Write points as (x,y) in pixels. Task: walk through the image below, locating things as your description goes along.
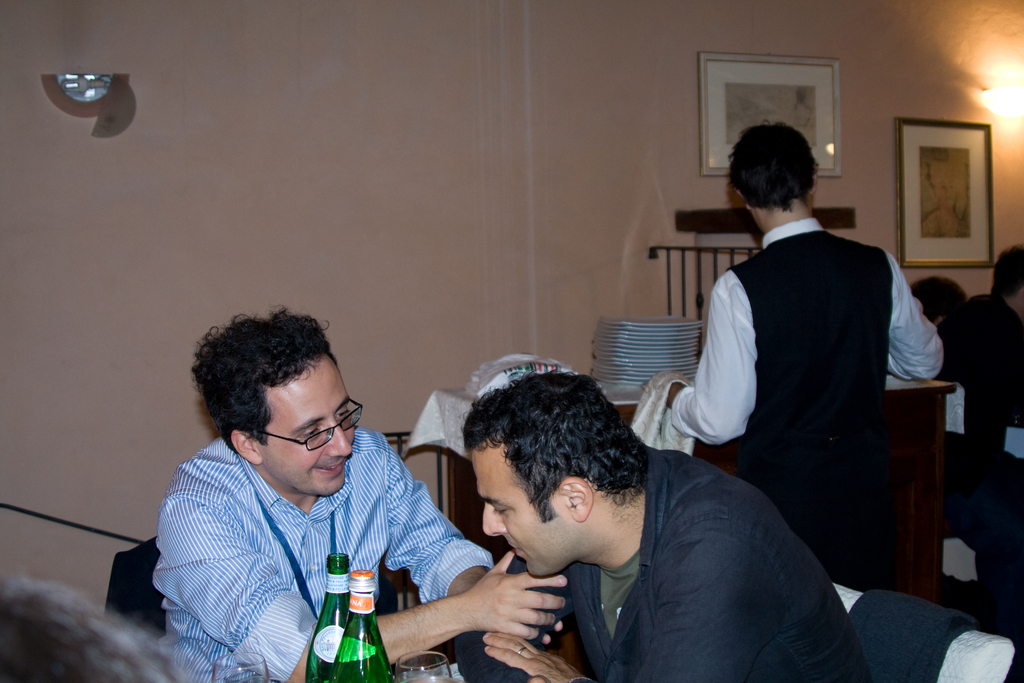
It seems to be the image is inside the restaurant (856,501). In the image there are group of people (609,544) sitting on chair (896,656) in front of a table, on table (415,665) we can see a glass (427,667), two bottles (343,659), plates (620,343), cloth (455,419). On right side (759,355) there is a man (792,376) standing and he is also having cloth (643,409) in his hand (678,391) in background (307,134) there is a wall (198,148) and photo frames (947,164), light (1002,106).
